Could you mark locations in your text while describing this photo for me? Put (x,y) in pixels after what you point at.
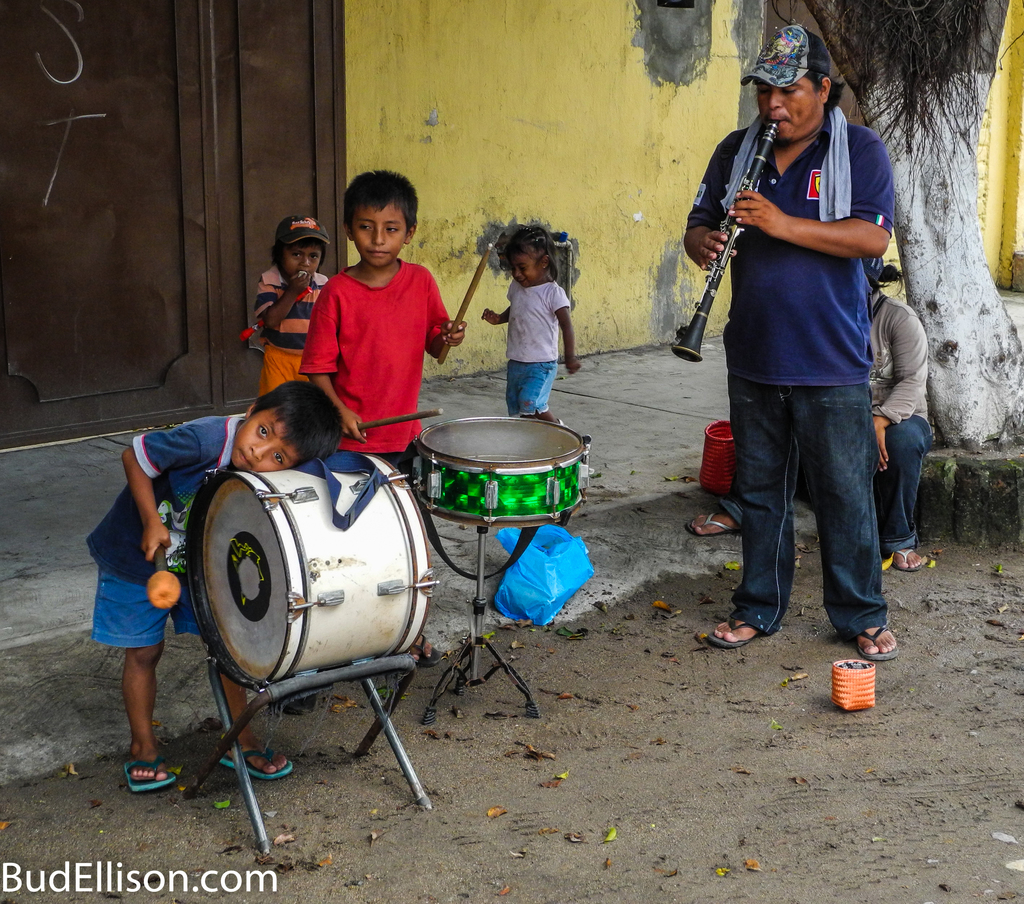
The person (772,271) wearing blue shirt (772,280) is playing clarinet (723,264) and there are two kids (358,398) near the drums (419,474) and two kids (280,233) behind them.
